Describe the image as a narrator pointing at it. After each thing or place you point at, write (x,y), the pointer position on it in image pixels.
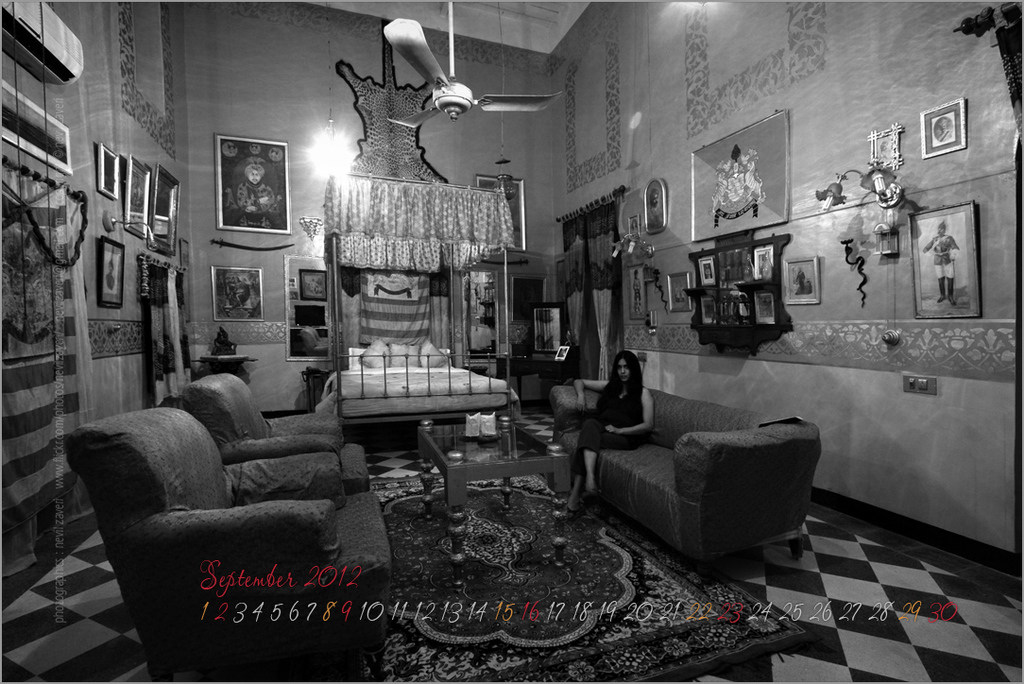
This image is clicked inside the room (189,540). In this image there is a woman (588,434) sitting in a sofa (571,428). She is wearing a black dress (633,433). At the bottom (661,554), there is a floor mat (621,609). In the middle (391,348), there is a bed (386,347). To the left (98,313), there is a wall (128,221) on which frames (37,136) and AC (52,71) is fixed. To the right (882,199), there is a rack (729,282) and lamp (880,179) on the wall (990,172). At the top (448,92), there is a fan (441,100).
